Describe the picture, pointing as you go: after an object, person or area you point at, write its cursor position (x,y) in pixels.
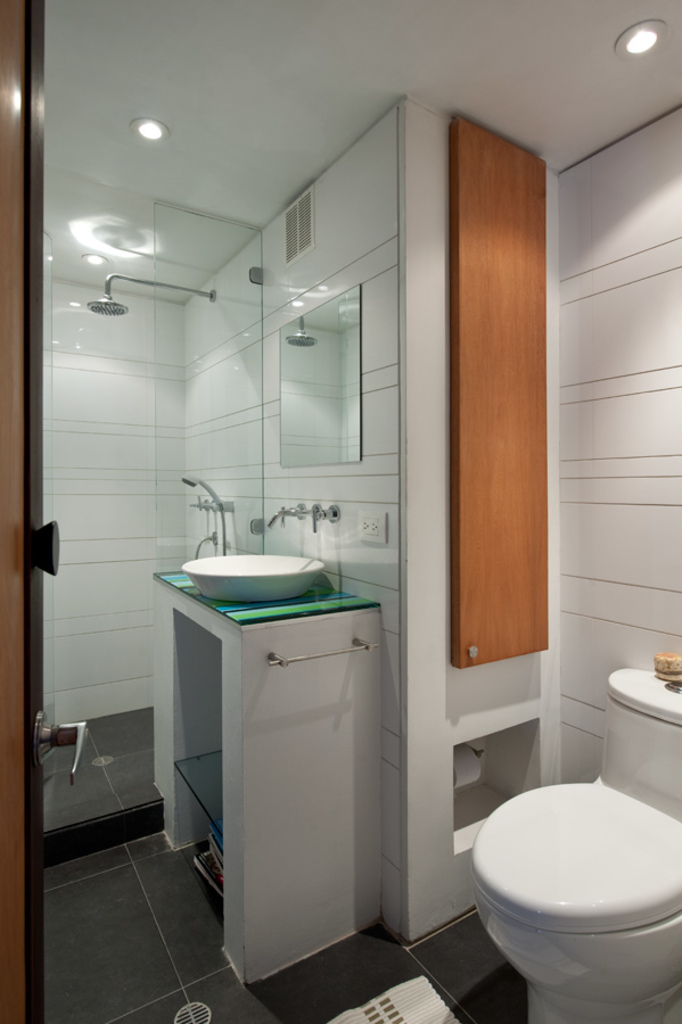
The image is clicked in a washroom (494,545). On the right (612,719) there is a toilet (591,867). In the center (282,353) we can see taps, sink (284,573), hanger (341,651) and mirror (295,350). On the left (220,498) there is a shower (106,285) and glass door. At the top (293,64) there are lights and ceiling (271,46). At the bottom (235,1022) it is floor (235,1022).
